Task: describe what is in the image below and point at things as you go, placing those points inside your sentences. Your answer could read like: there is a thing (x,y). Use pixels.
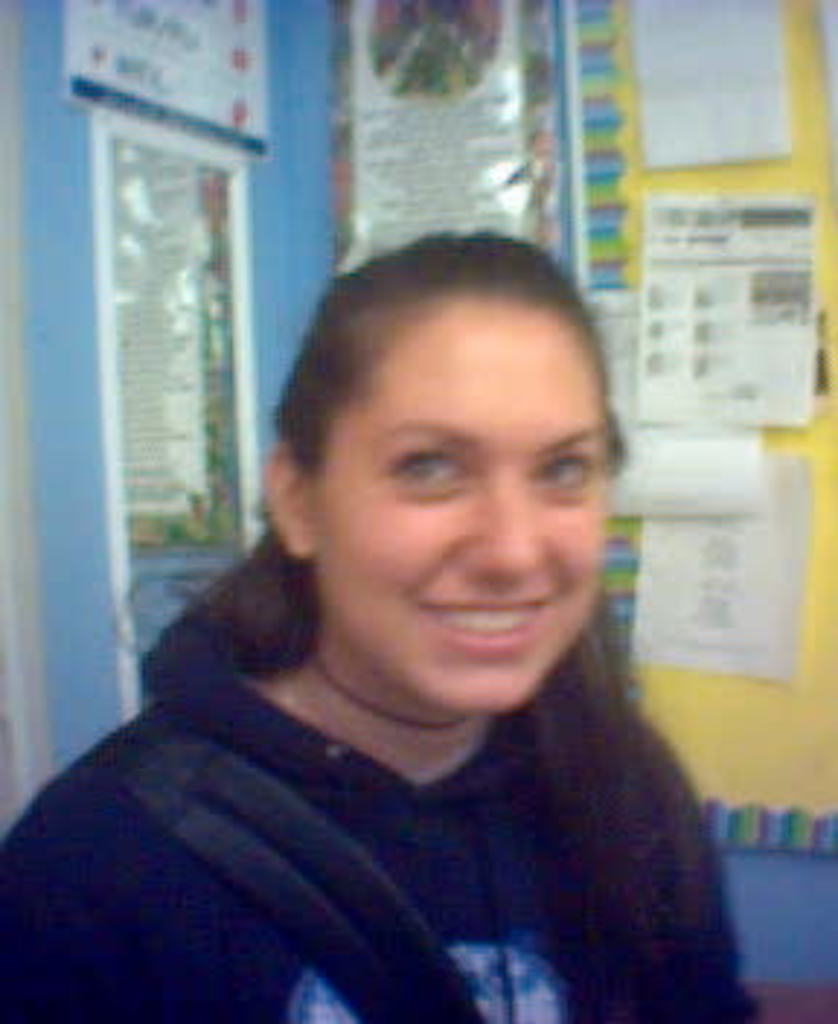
In this image in the foreground (359,779) there is one woman (444,752) who is standing and smiling, in the background (739,695) there is a wall (757,708). On the wall (776,696) there are some papers (767,494).
